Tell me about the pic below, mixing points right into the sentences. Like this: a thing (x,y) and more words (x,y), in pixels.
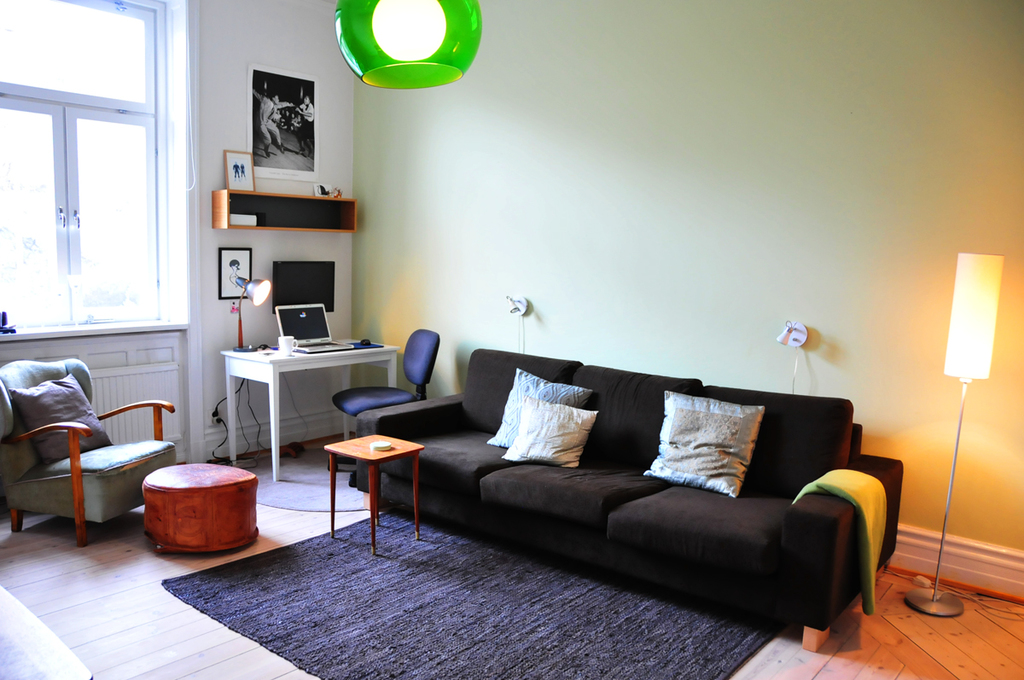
In the left top (169,20), a window (167,38) is visible. In the middle (467,435) and bottom, chairs (27,414), stool (180,486), table (373,469) and a sofa (613,425) is visible on which cushions (674,472) are kept. A table (330,362) on which laptop (333,349), cup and a lamp (258,300) is there. background wall (483,229) is light green in color. On the top middle (429,54), a light (423,66) is fixed. In the left (299,98) a photo (295,176) is there on the wall (348,150). This image is taken inside a house (278,513).
